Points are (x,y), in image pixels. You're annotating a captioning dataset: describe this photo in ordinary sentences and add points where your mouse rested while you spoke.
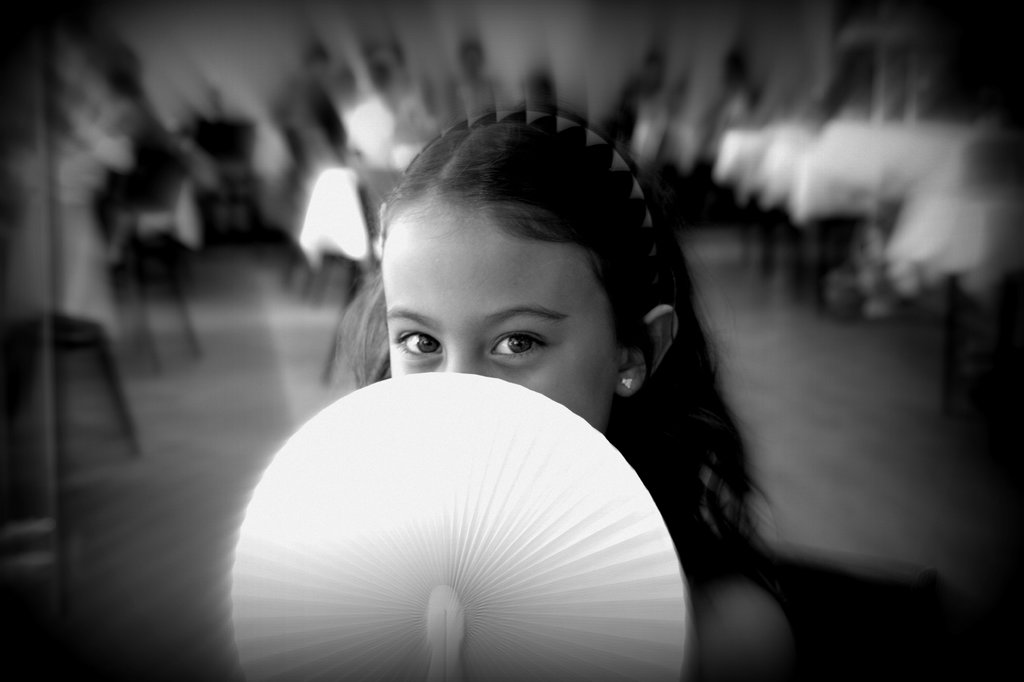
This is a black and white image. In the center of the image (667,344) we can see a girl (758,621) standing and holding a object (628,613). In the background (172,163) we can see persons (737,69) and chairs (87,332).
